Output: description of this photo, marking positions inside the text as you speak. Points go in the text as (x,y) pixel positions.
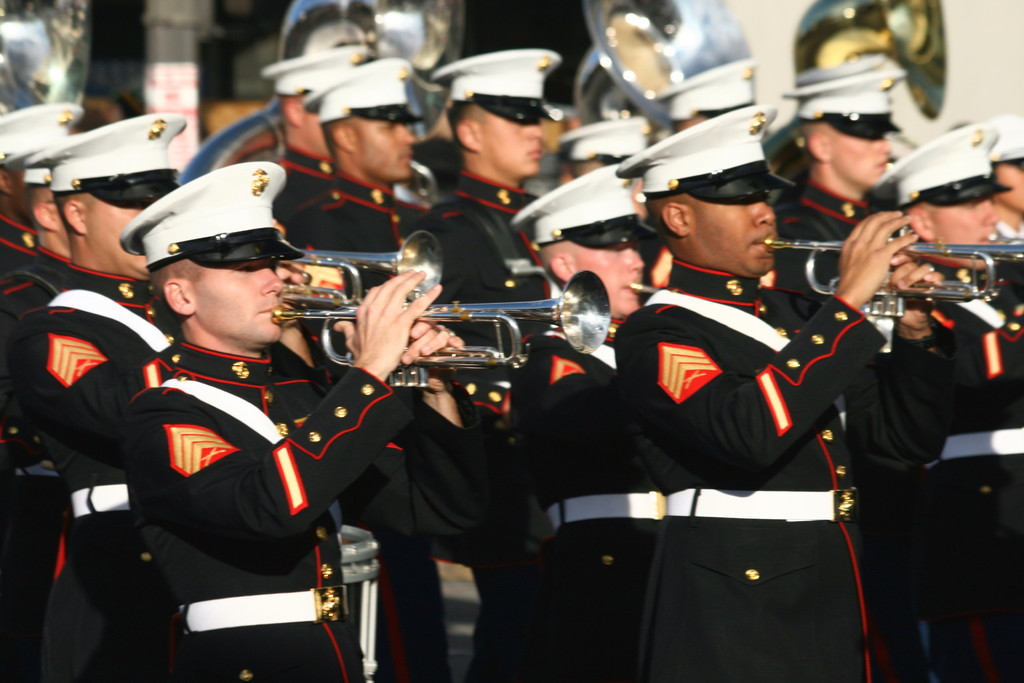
In the center of the image (612,230) we can see persons (597,209) walking on the road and holding musical instruments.
